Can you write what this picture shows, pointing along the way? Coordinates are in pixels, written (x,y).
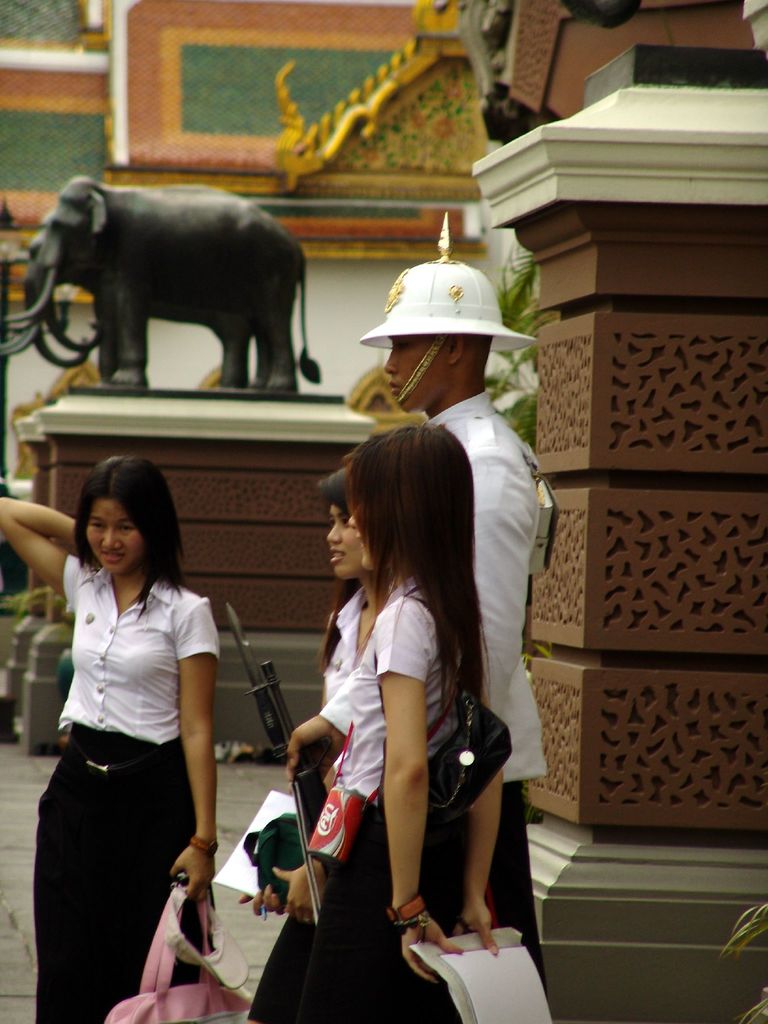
In this picture we can observe a man (438,344) wearing white color helmet (431,292) and a shirt (491,531). There are three girls (350,591). One of them is holding a pink color bag (159,967) in her hand (192,868). In the background (76,347) we can observe statues (104,346) of elephants (138,331) which are in black color. On the right side (569,372) we can observe a brown color pillar (636,531).
